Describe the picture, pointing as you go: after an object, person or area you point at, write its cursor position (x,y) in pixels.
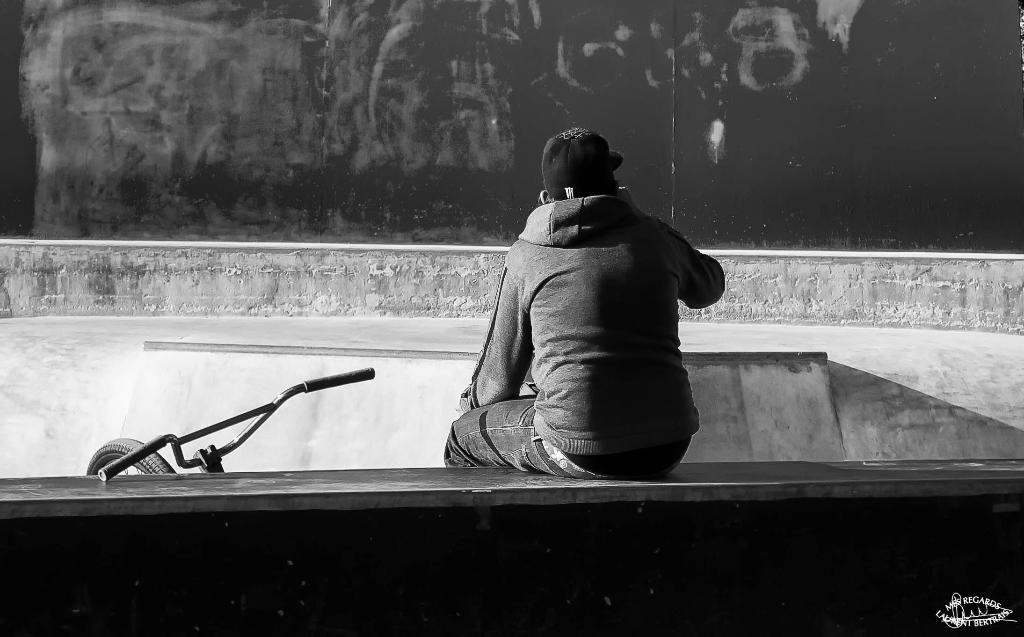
This is a black and white image. In this image, in the middle (598,346), we can see a man (545,308) sitting on the bench (615,547). On the left side (93,455), we can also see a bicycle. In the background (474,96), we can see a black color wall (861,103), in which, we can see some graffiti (773,32) on it. At the bottom (503,589), we can see a bench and a land (915,397).
